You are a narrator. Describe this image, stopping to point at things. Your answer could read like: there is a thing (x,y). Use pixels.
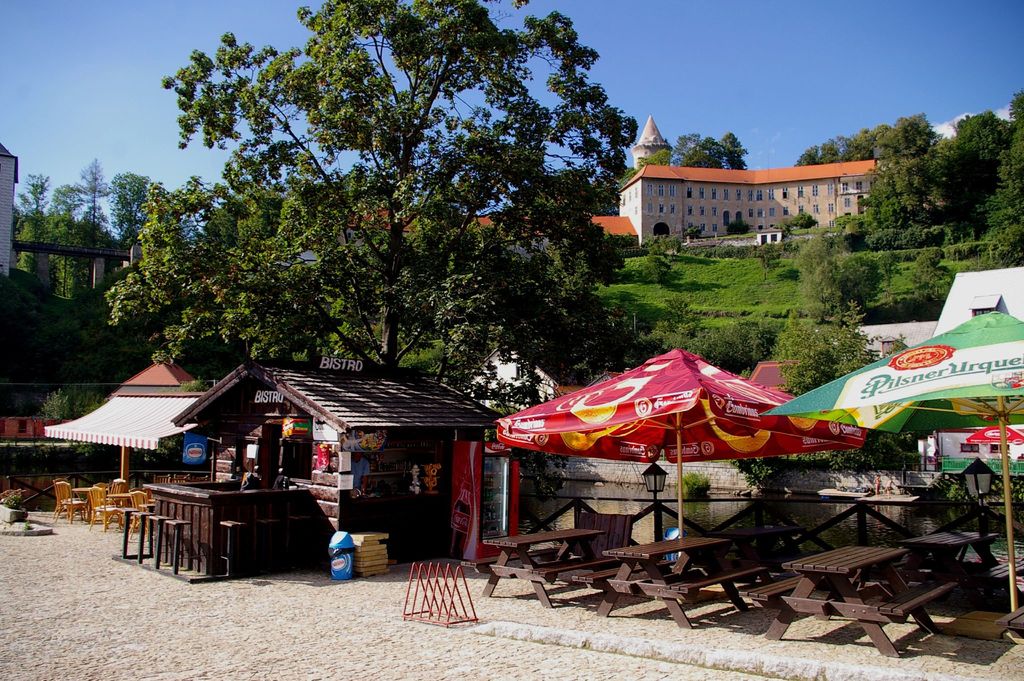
This is an outside view. At the bottom (168,640), I can see the ground (477,640). On the right side (777,455) there are two umbrellas (777,410), under these there are few benches (525,570) placed on the ground (508,628). On the left side (221,467) there is a stall (306,450) and a shed (149,429). On the ground (567,628) there are few empty chairs (120,522). In the background (374,266) there are many trees (343,256) and also I can see the buildings (652,217). At the top of the image (802,43) I can see the sky (723,40) in blue color.
